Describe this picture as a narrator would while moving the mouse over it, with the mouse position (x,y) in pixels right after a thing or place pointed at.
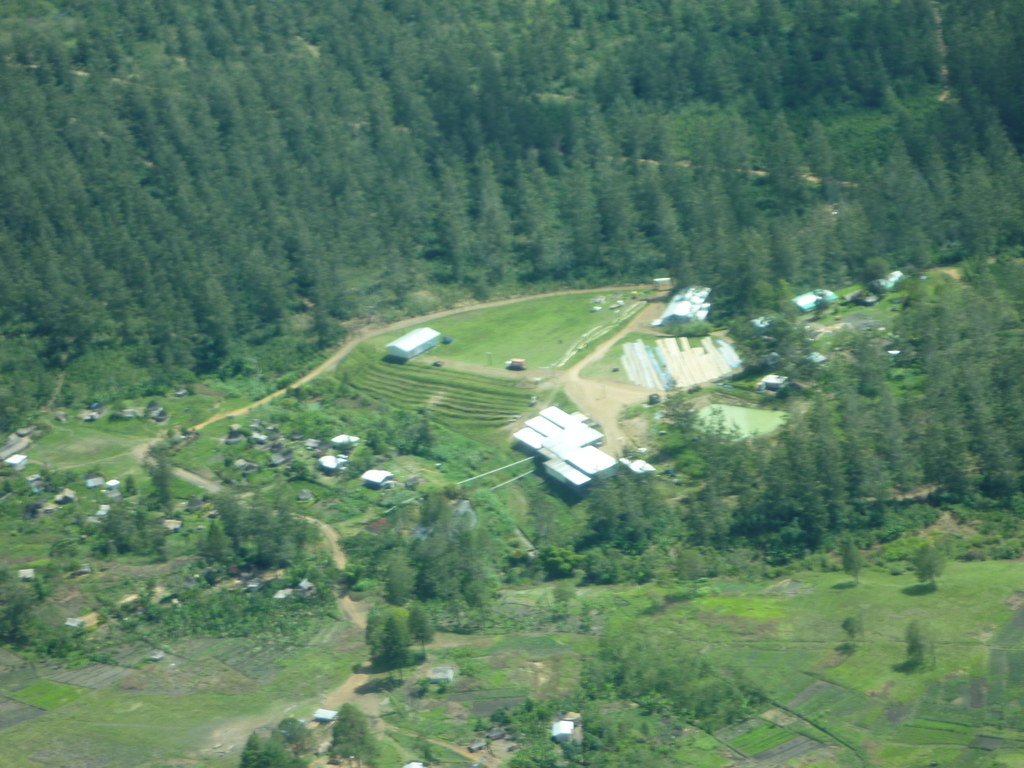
In this image there are some trees (551,210) as we can see on the top of this image (402,199) and in the bottom of this image (600,562) as well. There are some houses (561,443) in the middle of this image (402,339).
